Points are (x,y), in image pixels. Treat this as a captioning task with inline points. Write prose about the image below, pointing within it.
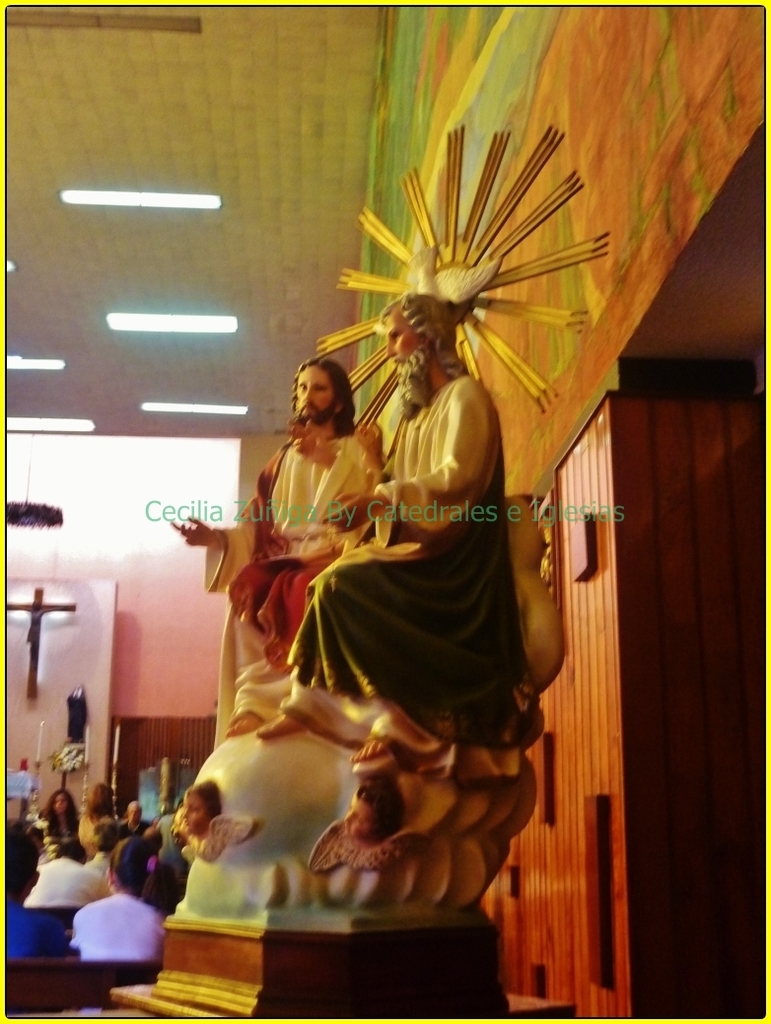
This is an edited image. I can see the sculpture (286,780) of two persons (362,501). At the bottom left side of the image (126,912), I can see a group of people (97,945) and a holy cross symbol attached to the wall (94,662). There are ceiling lights (47,426) attached to the ceiling (141,187). On the right side of the image (662,622), I can see a wooden wall (620,614) and a poster (595,119). At the center of the image (479,513), I can see the watermark (582,511).
